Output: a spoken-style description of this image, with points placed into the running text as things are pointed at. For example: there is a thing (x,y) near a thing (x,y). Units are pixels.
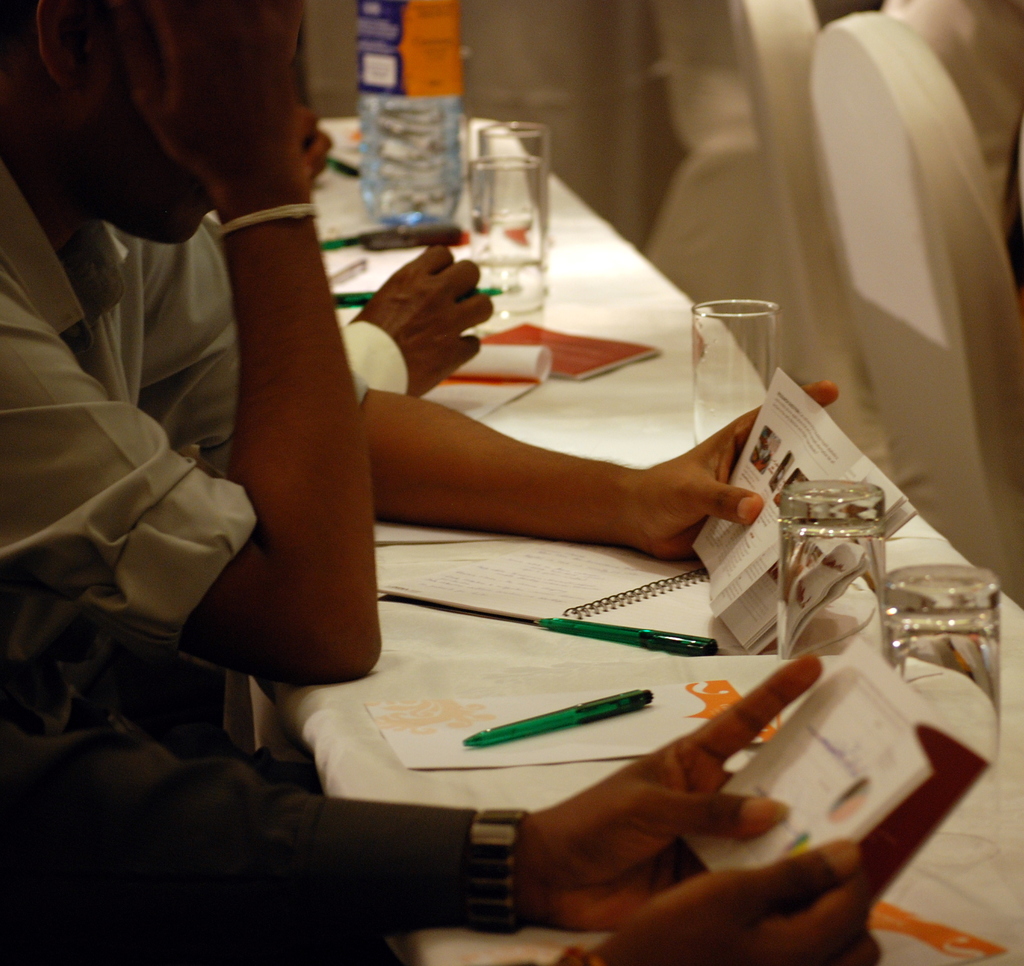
In this image I can see few persons (175,242) are sitting in front of the white colored desks (653,360) and on the desks (637,374) I can see few papers (568,606), few pens (496,293), few glasses (781,529) and few other objects (407,157).
